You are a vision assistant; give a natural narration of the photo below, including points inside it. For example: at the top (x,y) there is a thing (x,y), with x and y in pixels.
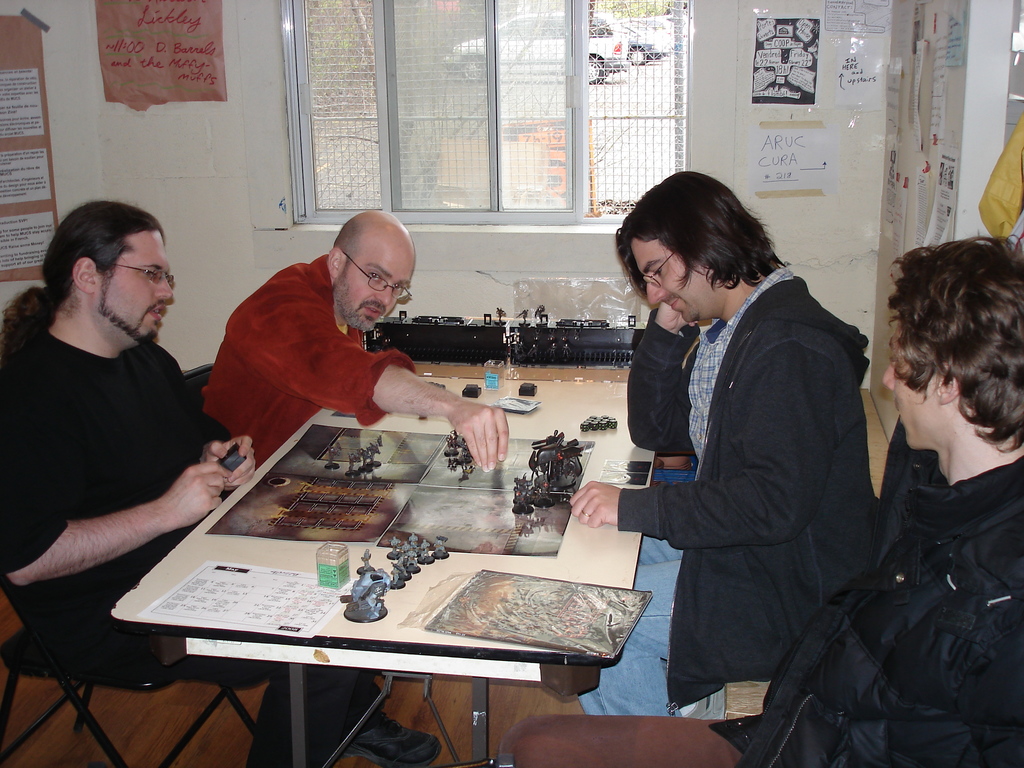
Four men (129,302) are sitting around a table (314,435) and playing a board game (469,488).
